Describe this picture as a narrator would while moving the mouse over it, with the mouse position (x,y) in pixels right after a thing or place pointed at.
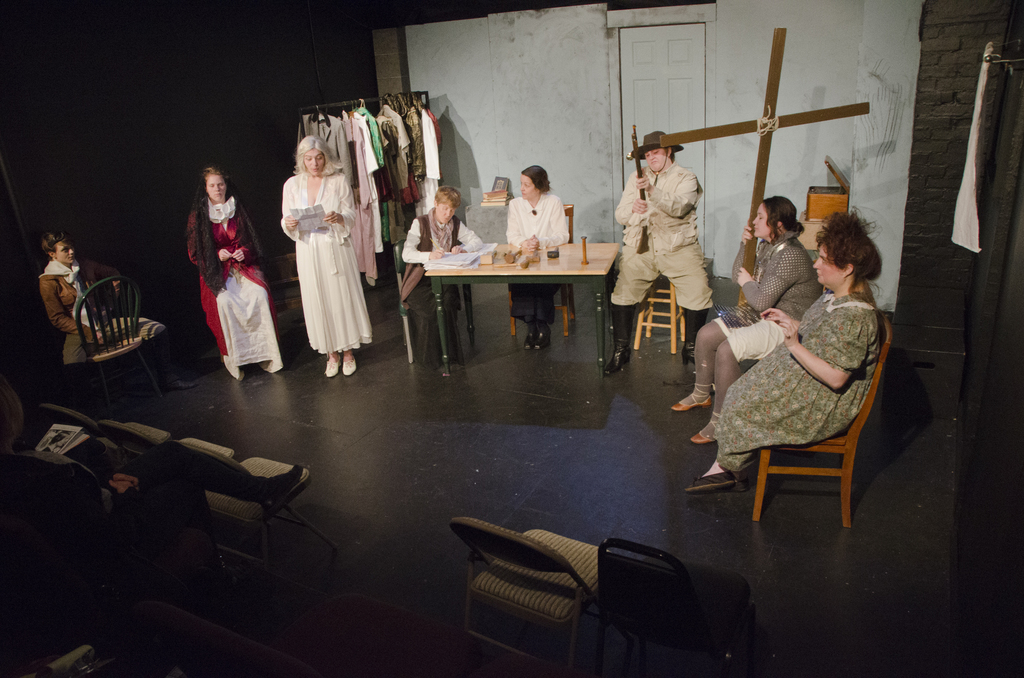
In this image, so many peoples (668,277) are there. Few are sat on the chair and few are standing in the middle (343,255). Here we can see a wooden table (552,272), some chair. Background (337,142), there is a dress (388,145) are hang by the rod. Background (640,78), wooden door (659,75). Right side (770,107), we can see holy cross (783,121), cloth (960,213).
